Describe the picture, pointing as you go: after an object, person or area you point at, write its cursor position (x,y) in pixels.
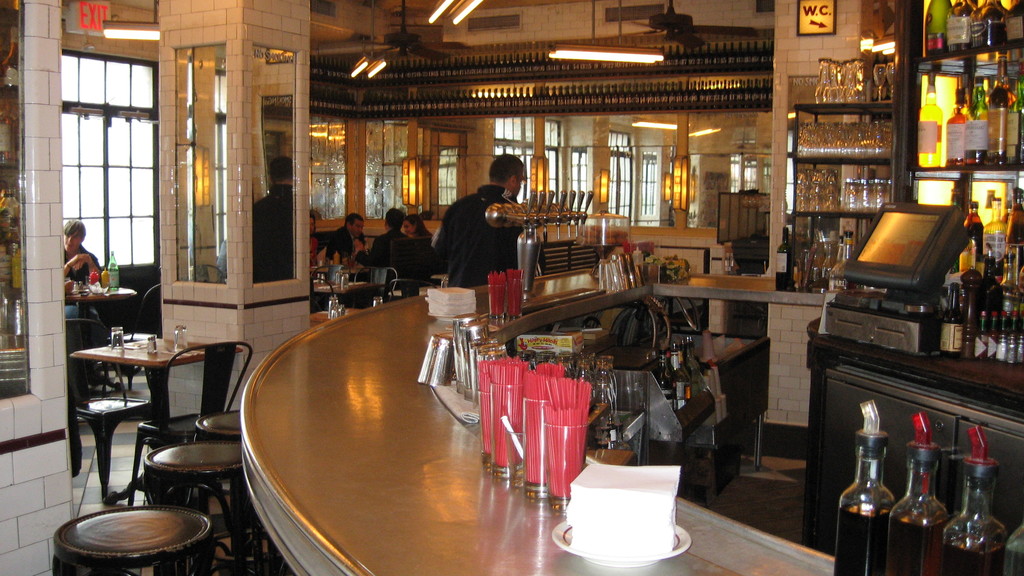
Is a pub (283,276) and there are few people (340,243) sitting in front of the tables (155,398) and in the front (545,444) there is a table (481,296) and on that there are some glasses (468,329), tissues (630,523), straws (537,385) and bottles (600,401) are kept and behind the table (669,294) there are different alcohol bottles (923,159), a billing machine (928,214) are kept and there is a pillar (221,169) in between the pub (241,139) and it has mirrors (255,191) and to the roof (485,4) there are some lights (617,53).
